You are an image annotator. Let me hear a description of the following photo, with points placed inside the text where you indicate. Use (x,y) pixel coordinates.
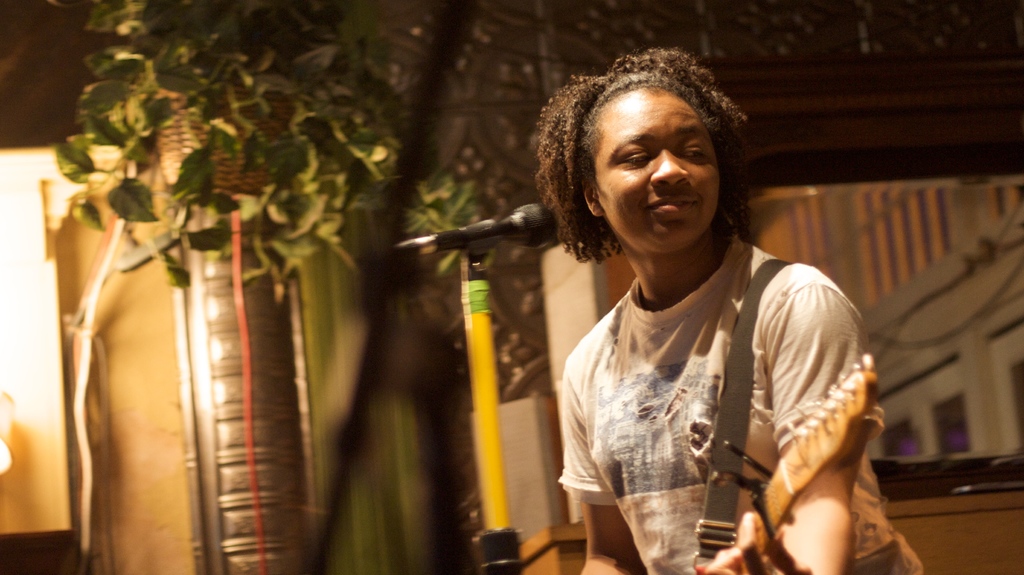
In this image there is a woman (806,362). She is wearing a guitar (835,449). In front of her there is a microphone (481,235) to the microphone stand (486,335). In the background (320,354) there are walls (884,135) and a plant (317,129).
